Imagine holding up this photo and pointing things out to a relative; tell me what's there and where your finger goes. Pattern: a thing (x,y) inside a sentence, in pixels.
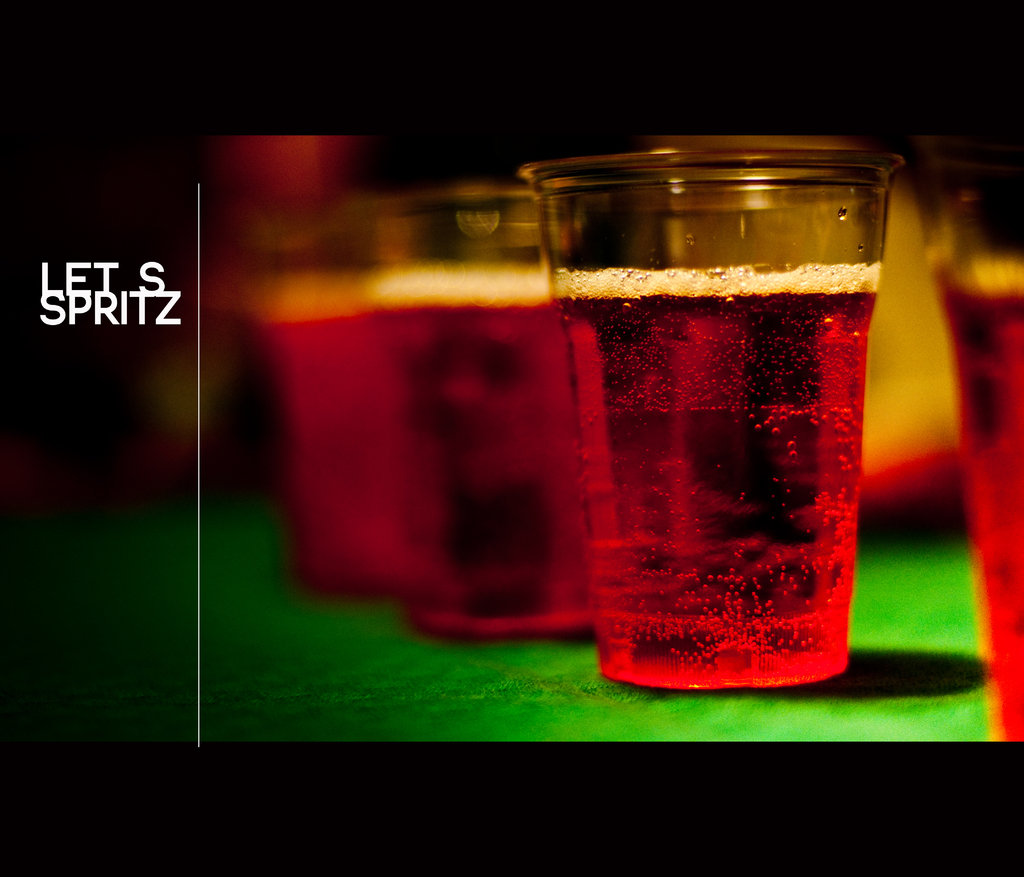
In this picture, we can see a few glasses (503,385) with some liquid (570,401) in it, and we can see green color object (12,736), and we can see some text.
